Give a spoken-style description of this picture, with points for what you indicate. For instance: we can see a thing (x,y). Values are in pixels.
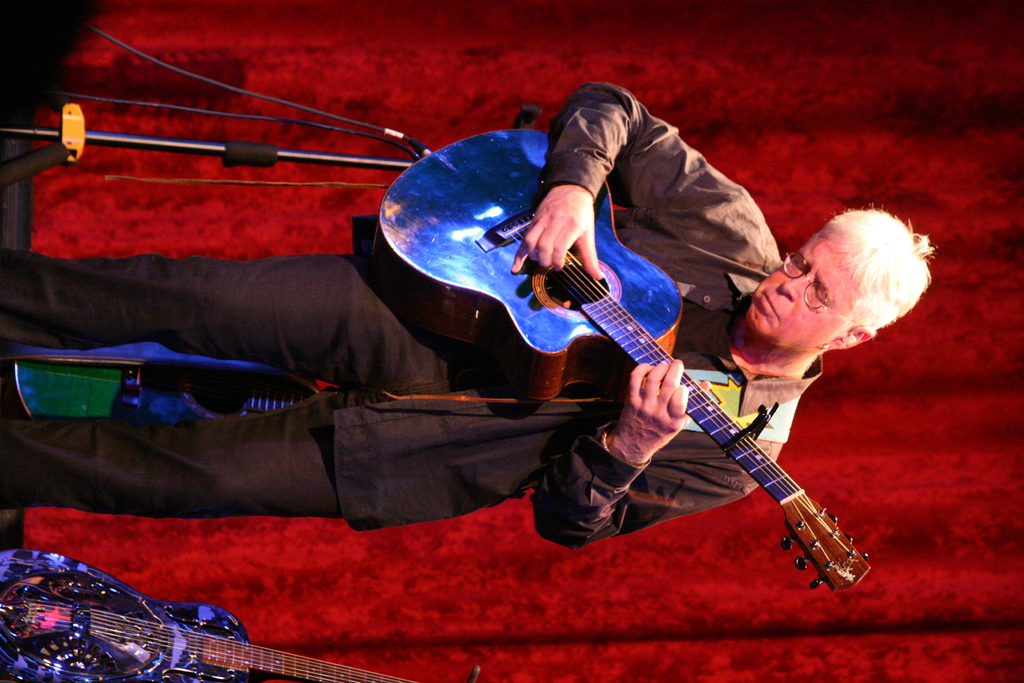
This is a picture of a man (295,472) standing on stage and holding a guitar (534,273). Background of the man (765,378) is a red curtain (890,470).
